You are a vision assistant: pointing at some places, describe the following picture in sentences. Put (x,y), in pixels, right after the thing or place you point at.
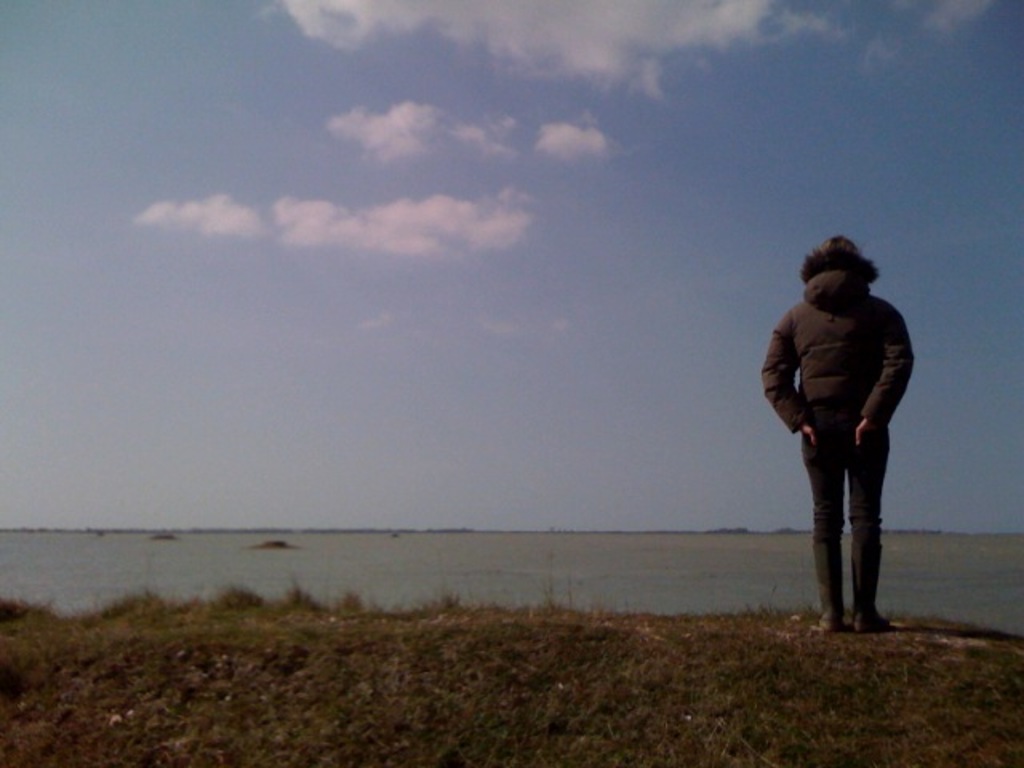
In this image we can see a person (860,464) standing on the grassy land (784,632). Behind the person (849,455) we can see the water (670,546). At the top (529,188) we can see the sky (393,220).
